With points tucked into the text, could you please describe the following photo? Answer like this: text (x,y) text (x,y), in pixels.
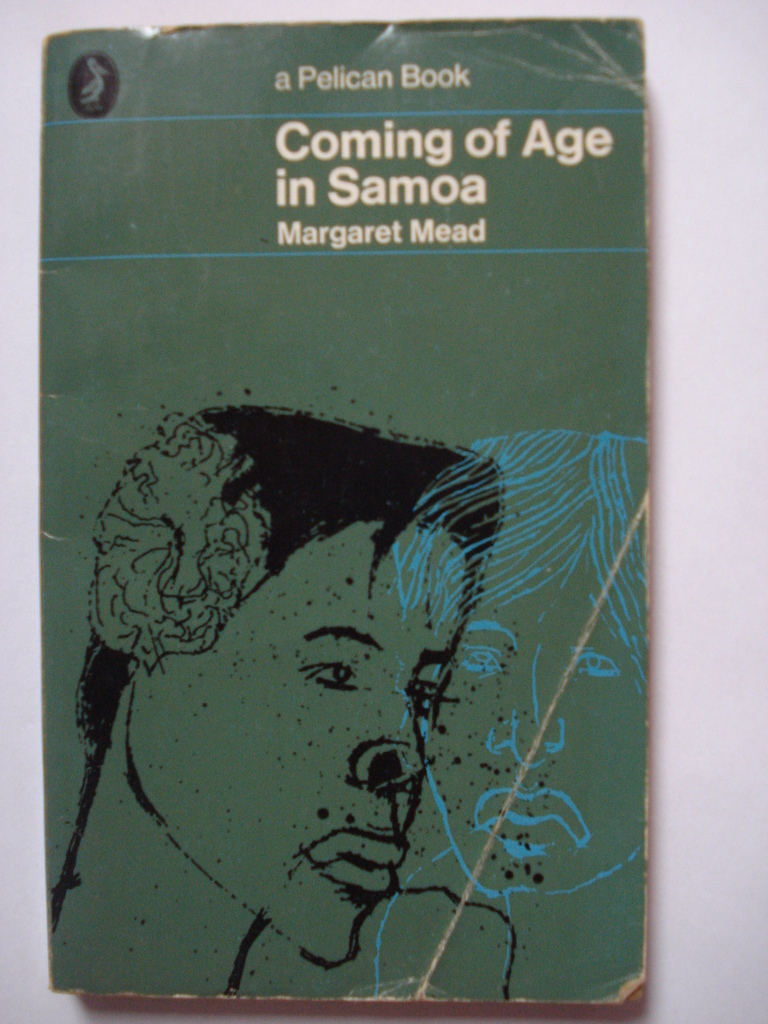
This image consists of a book (205,629). On this book (257,558) I can see some text (343,193) and the images (247,910) of two persons (378,748).
